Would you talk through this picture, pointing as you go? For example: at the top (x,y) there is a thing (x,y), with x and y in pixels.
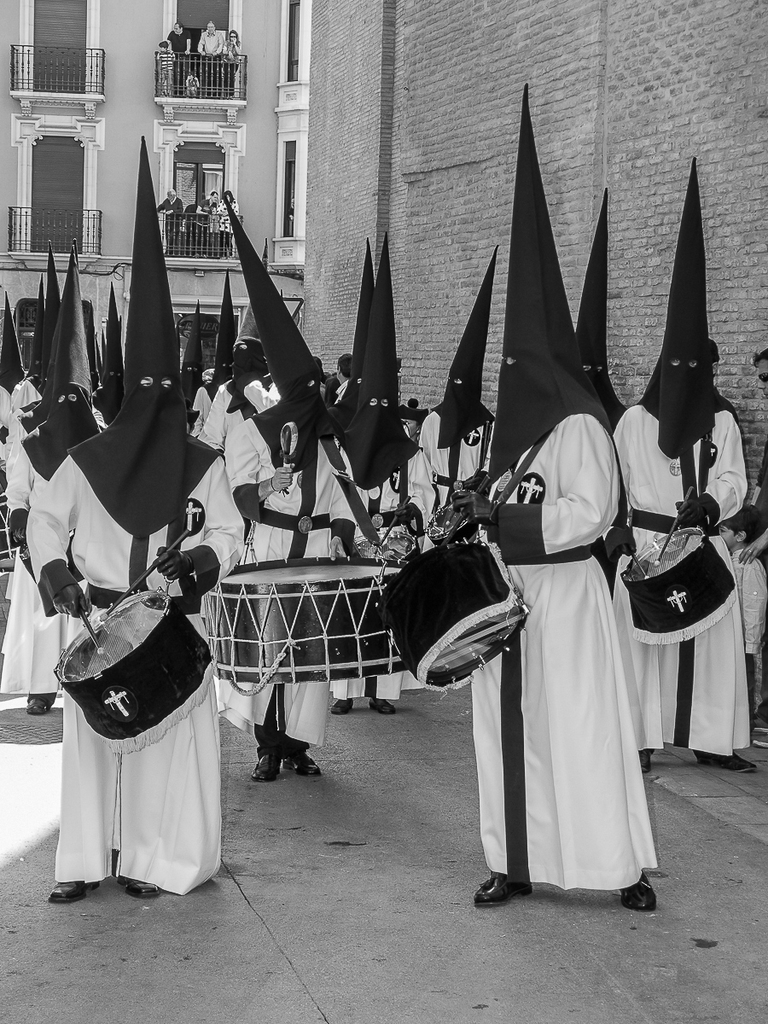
There are group of people (272,490) wearing white dress (124,555) and black mask (120,524) and holding drums (124,664) in their hands (168,560) and there are buildings (234,166) beside and behind them.
